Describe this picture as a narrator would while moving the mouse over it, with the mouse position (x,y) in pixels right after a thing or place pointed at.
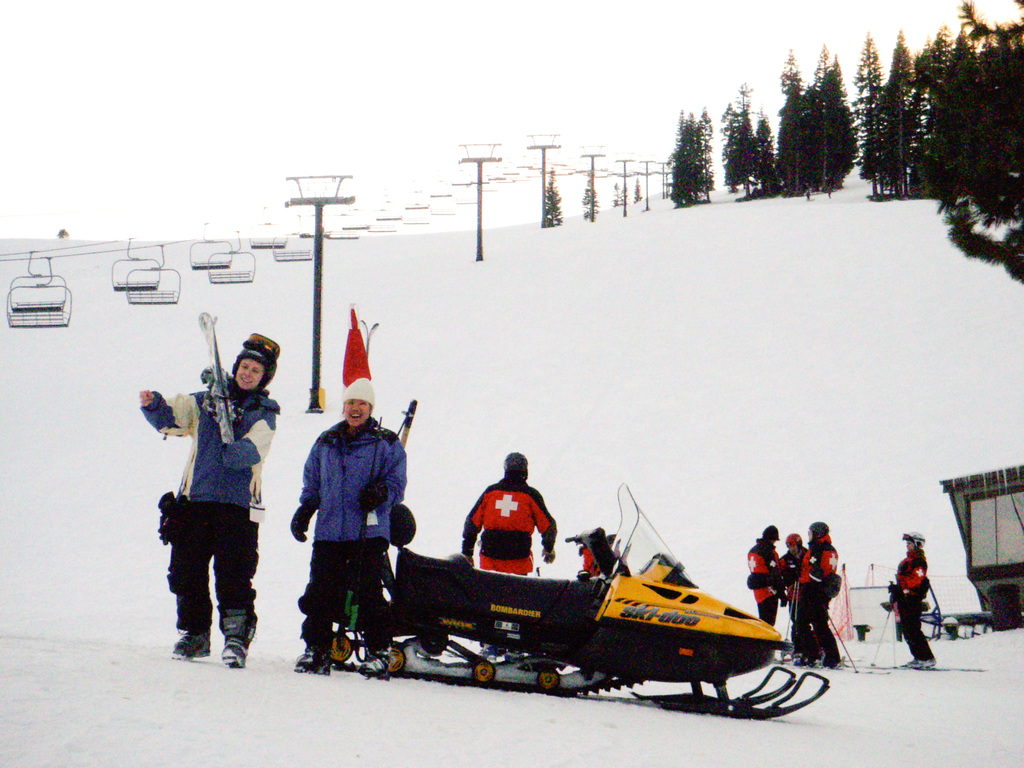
In the foreground (523,574) I can see a group of people (325,547) are standing on the ice road (476,697) and vehicles (748,645). In the background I can see poles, wires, trees (896,178) and the sky (63,158). This image is taken may be on the mountains (386,397) during a day.
